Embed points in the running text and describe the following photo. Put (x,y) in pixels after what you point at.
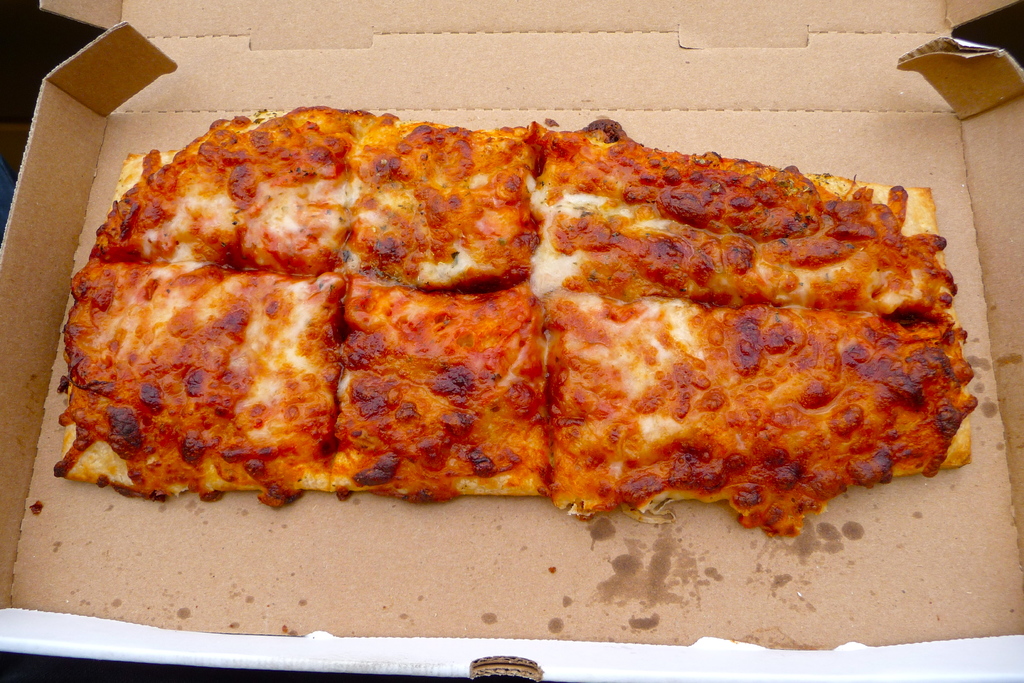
In this picture I can see in the middle (390,435) there are pizza pieces (413,365) in a box (575,531).
